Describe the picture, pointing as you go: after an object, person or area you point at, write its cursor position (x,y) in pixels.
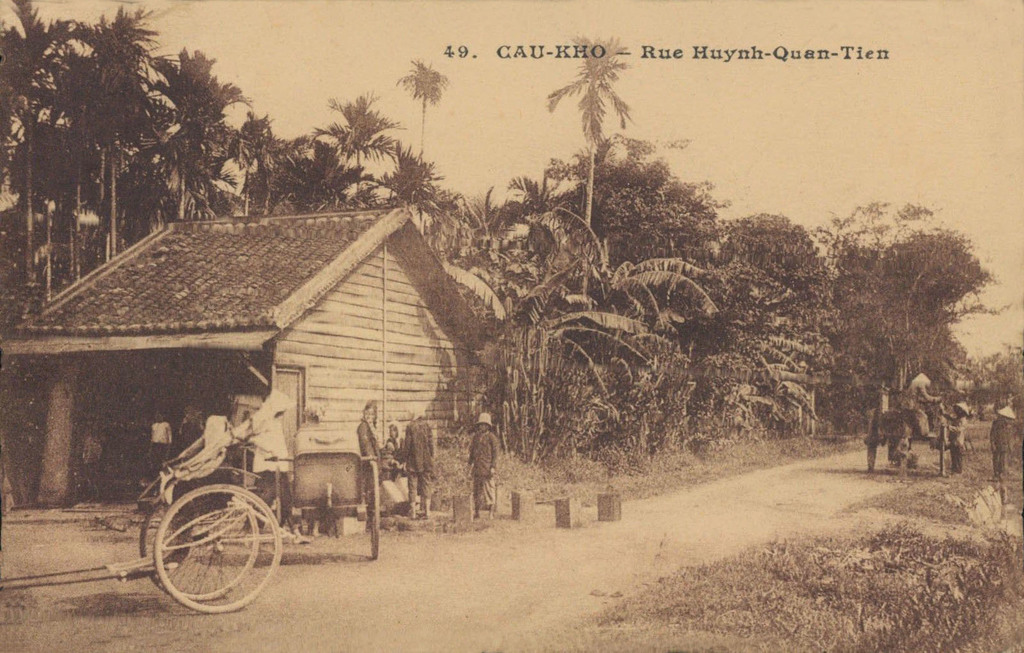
Black and white picture. In this picture we can see a house (340,268), carts (340,443), people (404,444), grass (860,549), trees (661,308) and sky (391,95). Something written on this picture.
